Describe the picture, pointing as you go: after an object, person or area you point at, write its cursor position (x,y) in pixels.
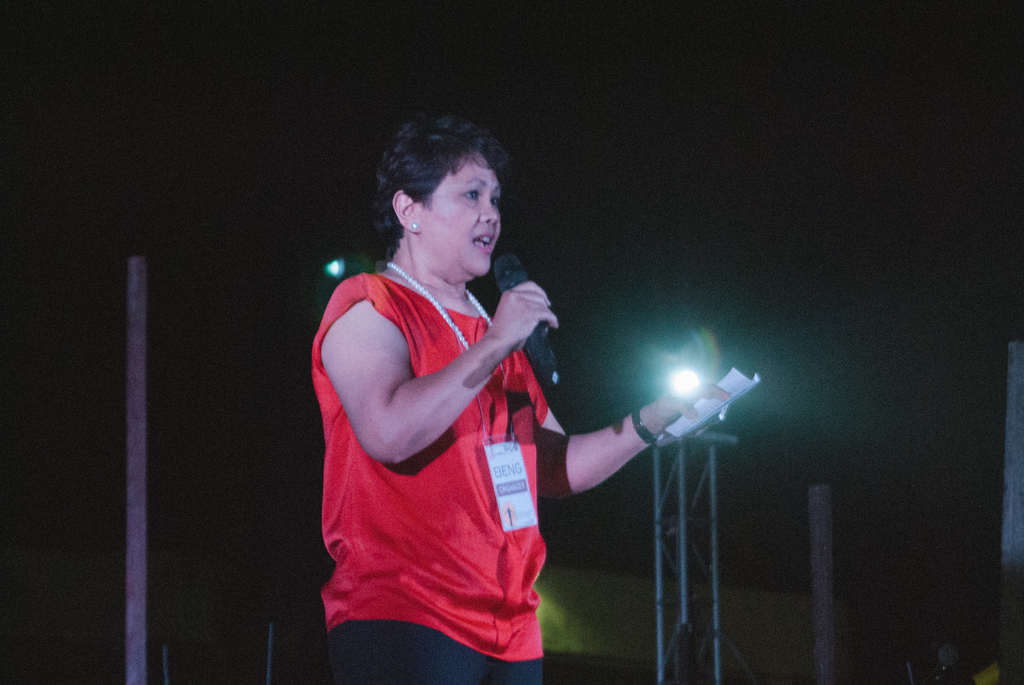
In this picture I can observe a woman (415,421) in the middle of the picture (382,318). She is holding a mic (511,265) in her hand (541,305). The background (197,86) is dark.
